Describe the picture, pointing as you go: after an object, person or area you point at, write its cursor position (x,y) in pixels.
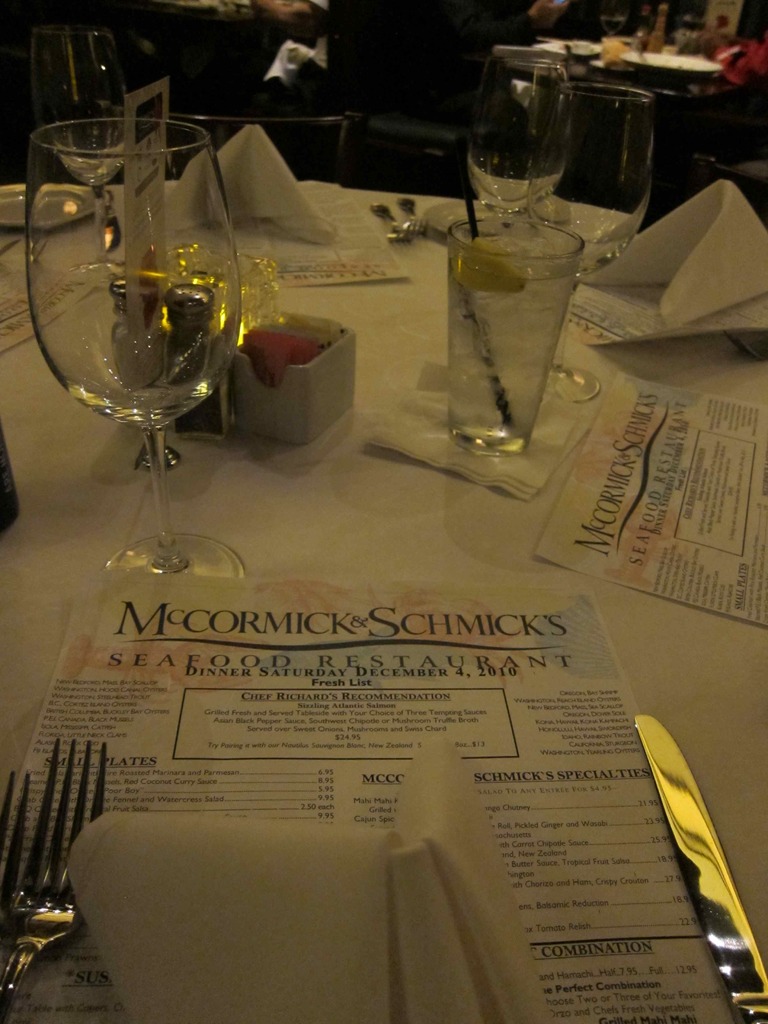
In this picture we can see a table (478,531), there are some papers (488,799), a knife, a fork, some glasses (165,517) and tissue papers (672,235) present on the table (376,524).
